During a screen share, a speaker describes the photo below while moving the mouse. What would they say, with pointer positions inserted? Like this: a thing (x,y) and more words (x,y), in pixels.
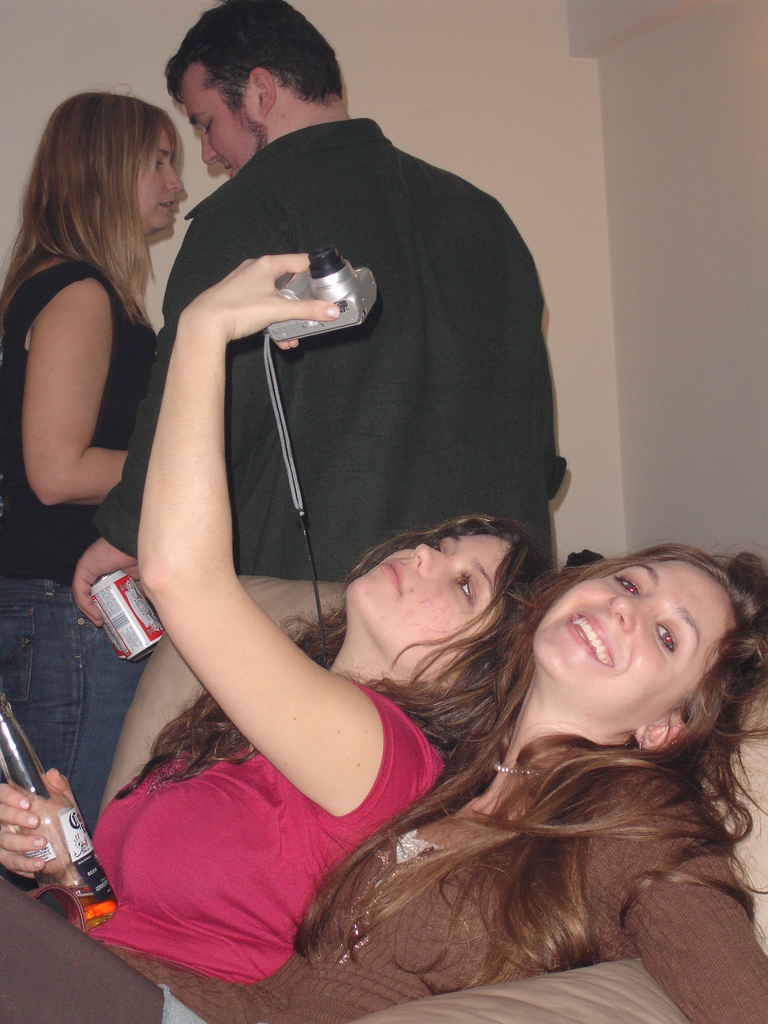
In the image we can see there are women (335,675) sitting on the sofa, a woman (9,853) is holding beer bottle (57,846) in her hand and another woman (313,316) is holding camera (325,282) in her hand (334,312). Behind there are people (221,216) standing near the wall (664,69) and a man (291,159) is holding beer can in his hand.
